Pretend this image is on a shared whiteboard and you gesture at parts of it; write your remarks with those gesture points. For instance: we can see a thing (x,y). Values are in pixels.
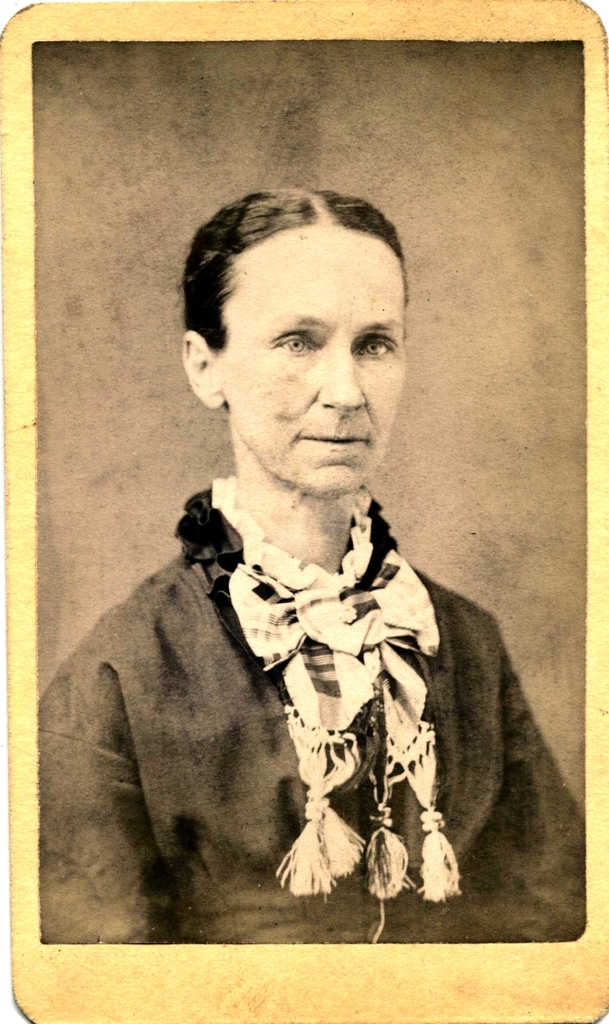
In this picture we can see a photograph (260,746) of a woman (228,517), this woman (284,435) wore a scarf (253,584), it is a black and white photograph.
